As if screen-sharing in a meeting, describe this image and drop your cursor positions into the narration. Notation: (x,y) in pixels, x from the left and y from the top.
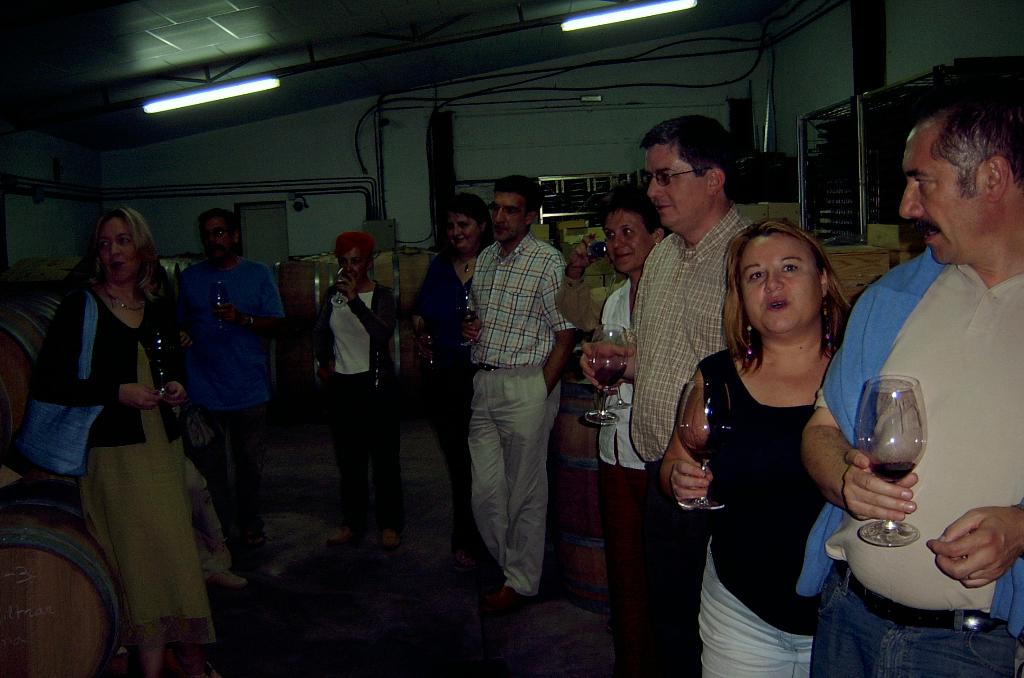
In this image we can see a group of people (388,375) standing on the floor (423,466) holding the glasses (160,393). We can also see some drums (570,523) on the backside (582,553). On the backside (296,233) we can see a wall (306,241) and some ceiling lights (204,98) to a roof (174,84).
